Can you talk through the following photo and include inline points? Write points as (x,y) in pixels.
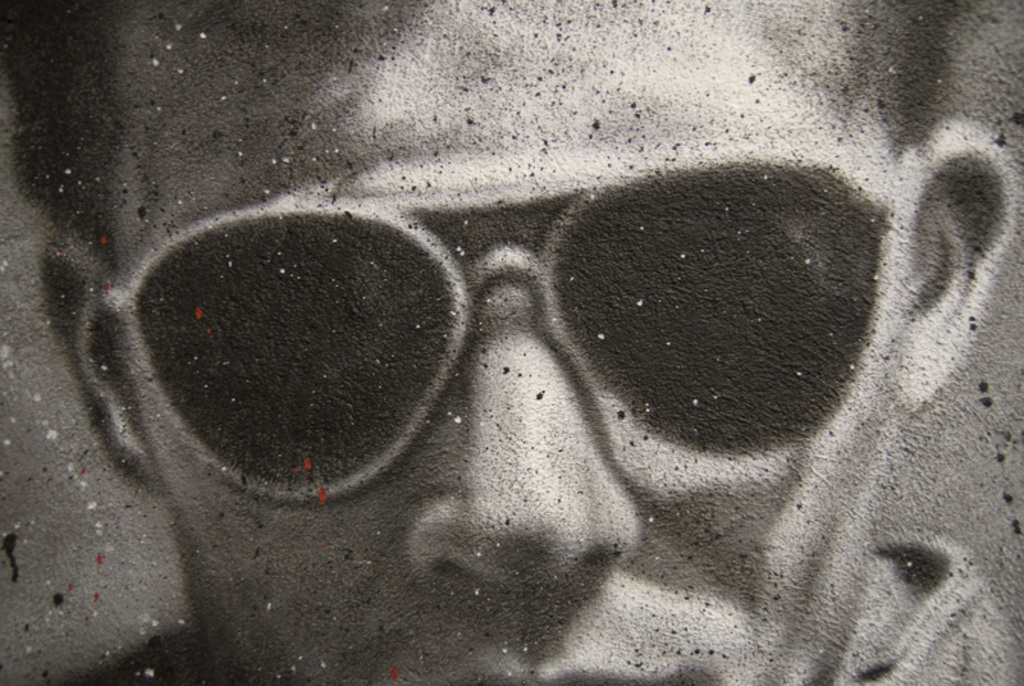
In this picture we can see a person's face (486,576), this person (562,580) wore goggles (853,253).
